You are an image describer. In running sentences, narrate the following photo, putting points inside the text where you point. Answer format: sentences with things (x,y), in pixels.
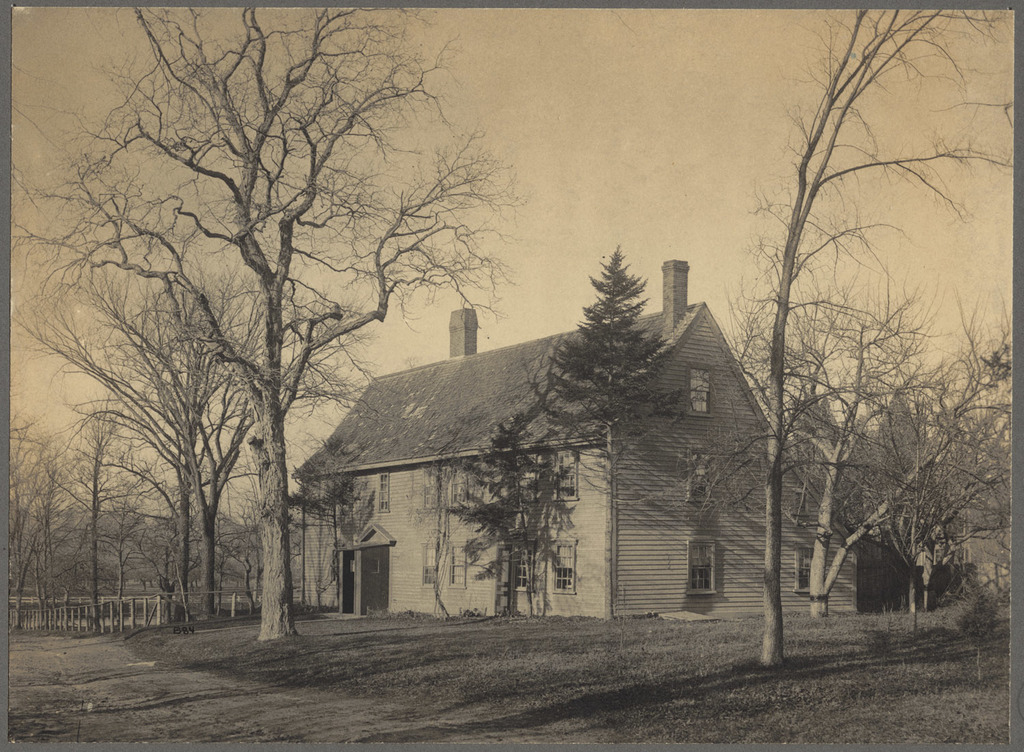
This picture is in black and white. In the middle of the picture (601,443), we see a cottage (394,600). Beside that, there are trees (184,582). On the left side (144,622), we see a wooden railing (156,615). At the top of the picture (485,54), we see the sky (650,143).
